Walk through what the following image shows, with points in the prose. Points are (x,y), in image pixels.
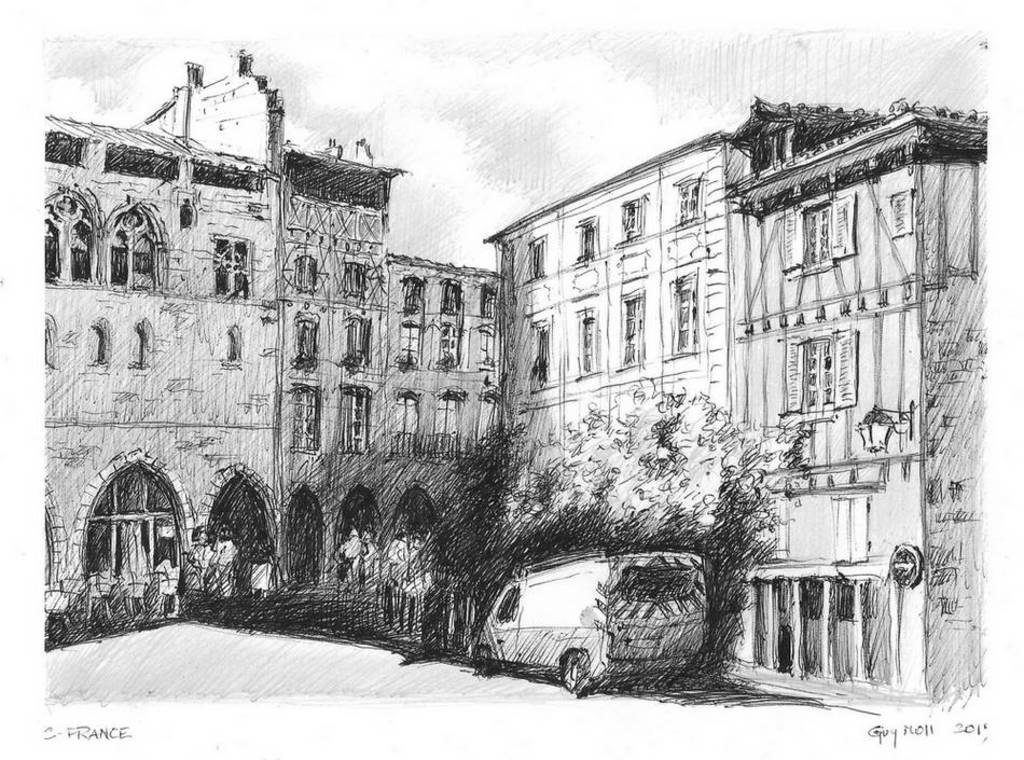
In this image we can see one black and white sketch picture. In this picture we can see one big building (169,457) with windows (850,517), one light (886,414) attached to the building (817,644), some text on the bottom of the image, some trees (467,522), some people (423,563) are standing, one vehicle (580,674) parked near the trees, some objects (908,567) attached to the building (915,511) and at the top (489,106) there is the sky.
